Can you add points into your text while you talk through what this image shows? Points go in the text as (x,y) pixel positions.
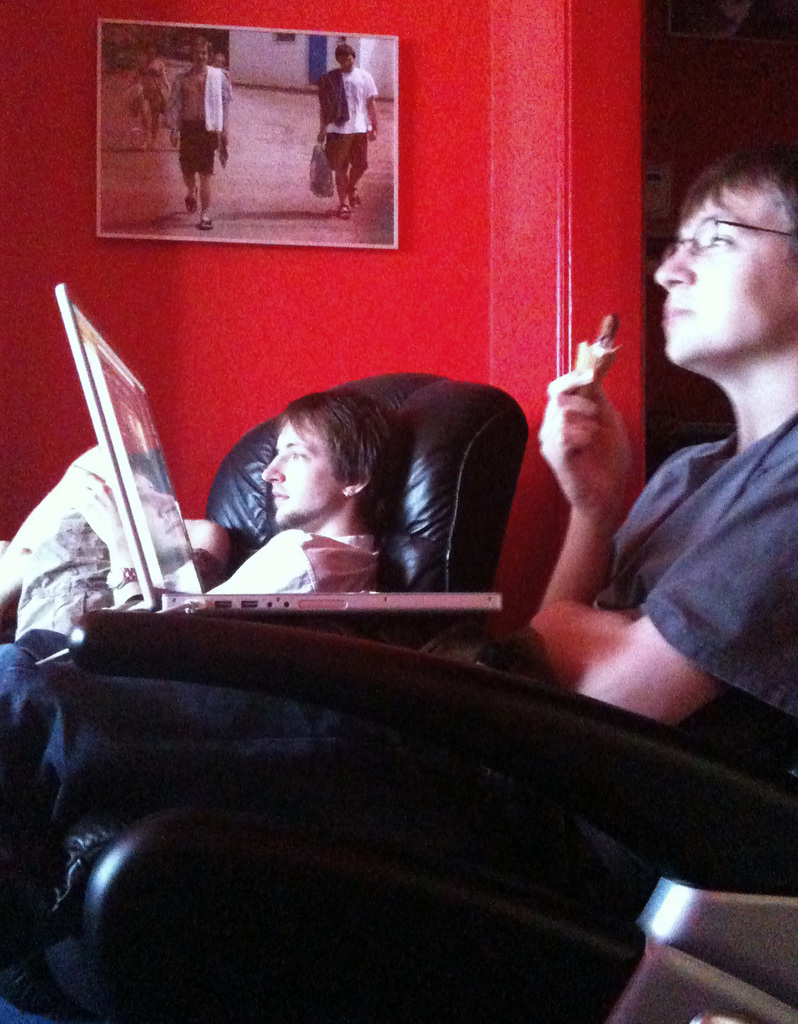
In the image there is a man (305,494) sitting on recliner (407,523) and in front (763,466) there is a man (678,669) with food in his hand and at background (292,181) there is a photograph (316,122).
